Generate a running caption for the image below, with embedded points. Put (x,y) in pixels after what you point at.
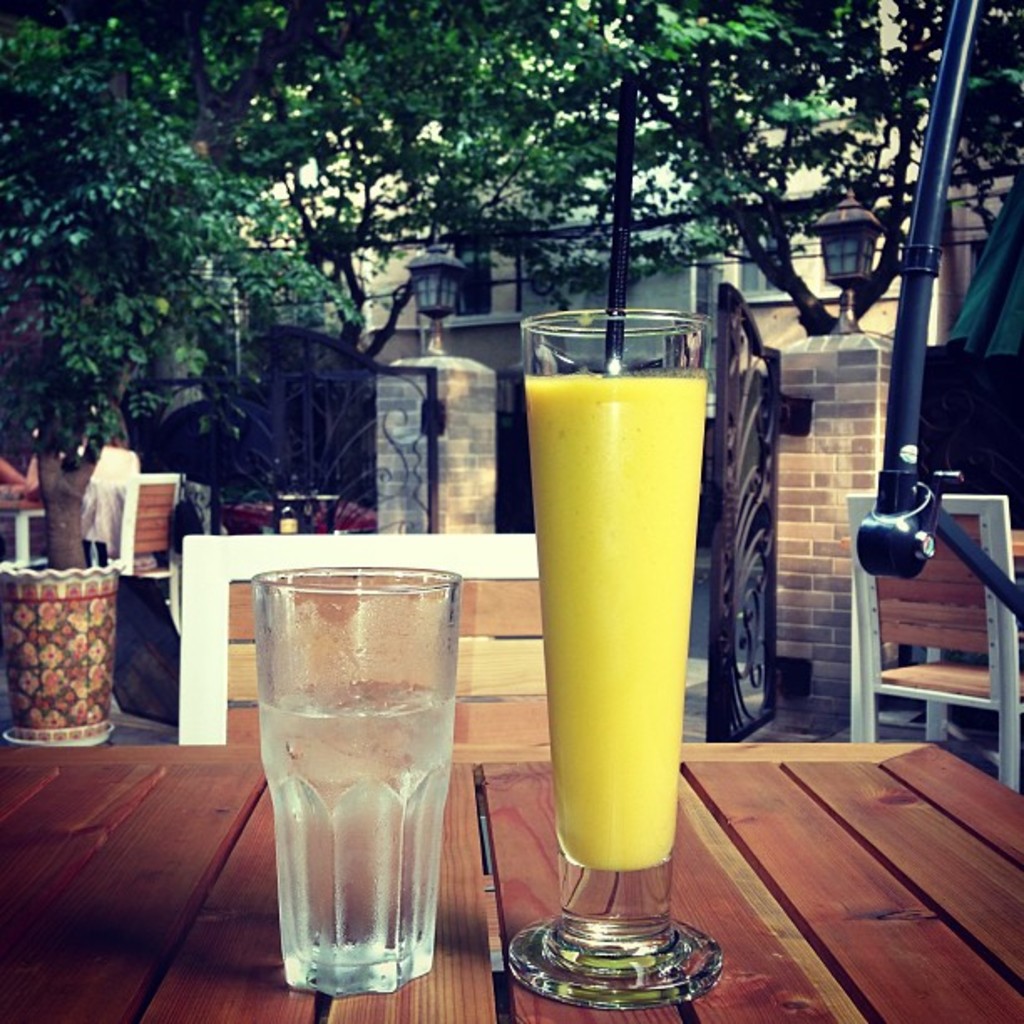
In this picture we can see two glasses (293,865) with drink (354,856) in it and these glasses (426,864) are on the table (548,869) and in the background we can see chairs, building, trees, lights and few objects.
